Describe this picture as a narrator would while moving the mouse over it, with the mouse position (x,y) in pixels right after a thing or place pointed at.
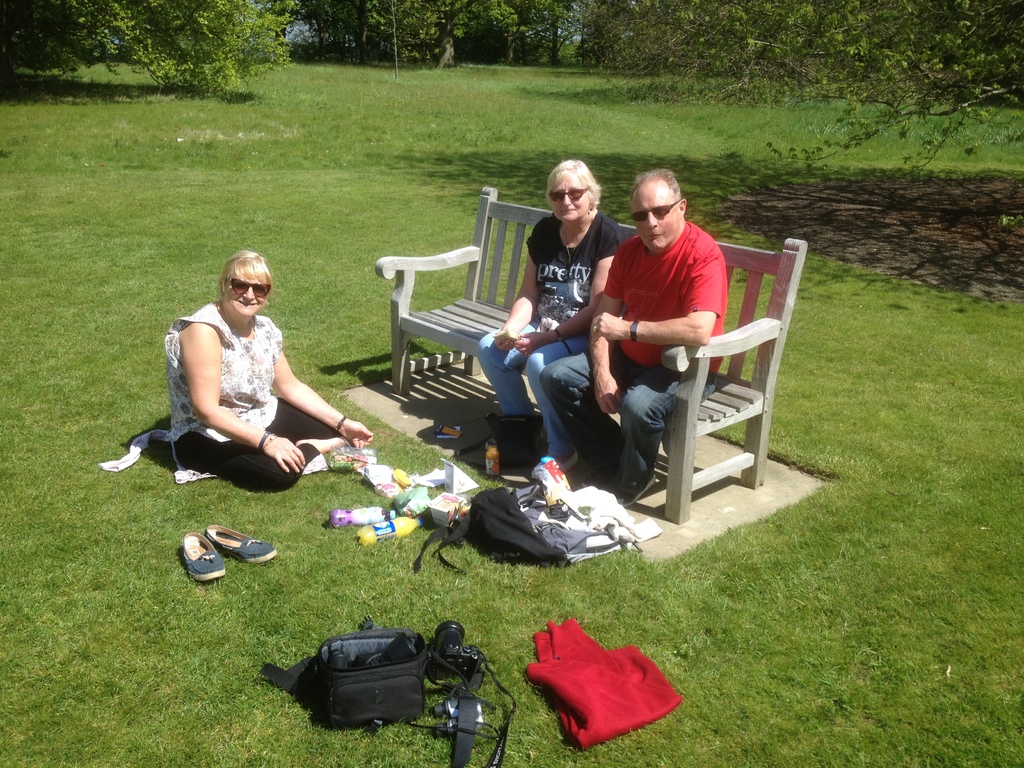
In this picture there are two persons (652,302) sitting on a bench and there is another woman (254,364) sitting on a greenery ground (506,678) in front of them and there are few other objects (460,677) beside them and there are trees (354,50) in the background (533,45).
